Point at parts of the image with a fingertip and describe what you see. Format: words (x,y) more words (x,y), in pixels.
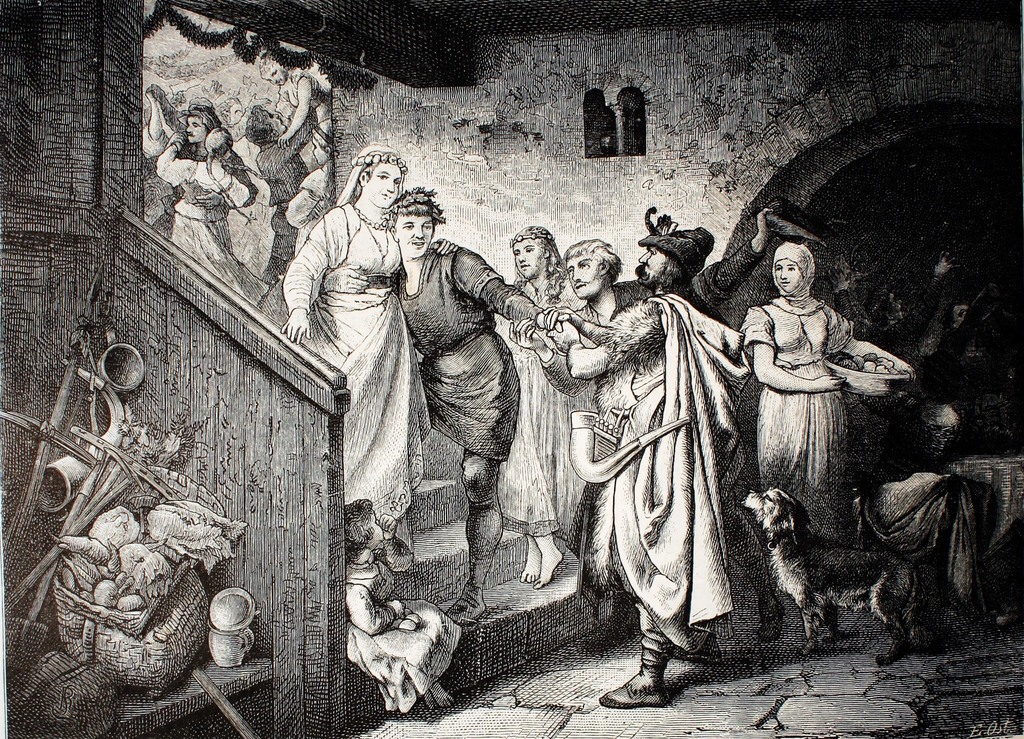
This is a painting where we can see children (390,605), men (730,478), women (807,392), dog (814,587), vegetables (181,537) and some objects (119,464). There is a railing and stairs (442,533) in the middle of the image (424,483). We can see roof (399,34) at the top of the image (303,41).
